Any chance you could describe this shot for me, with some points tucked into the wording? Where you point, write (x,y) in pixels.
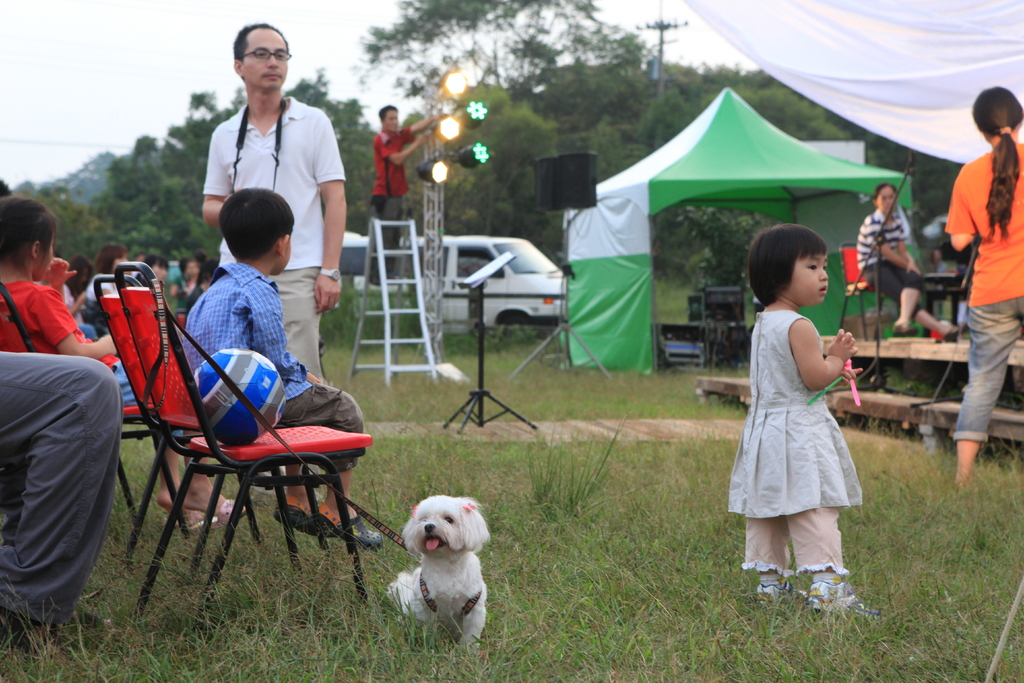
In this image I can see group of people (859,502) some are standing and some are sitting. The person (282,161) in front (244,160) is wearing white shirt (291,142), cream pant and I can also see a dog (430,498) which is in white color. Background (776,159) I can see a tent (776,201) in white and green color, few lights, a ladder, a vehicle (459,268) in white color, plants (533,152) in green color and the sky (128,90) is in white color.
